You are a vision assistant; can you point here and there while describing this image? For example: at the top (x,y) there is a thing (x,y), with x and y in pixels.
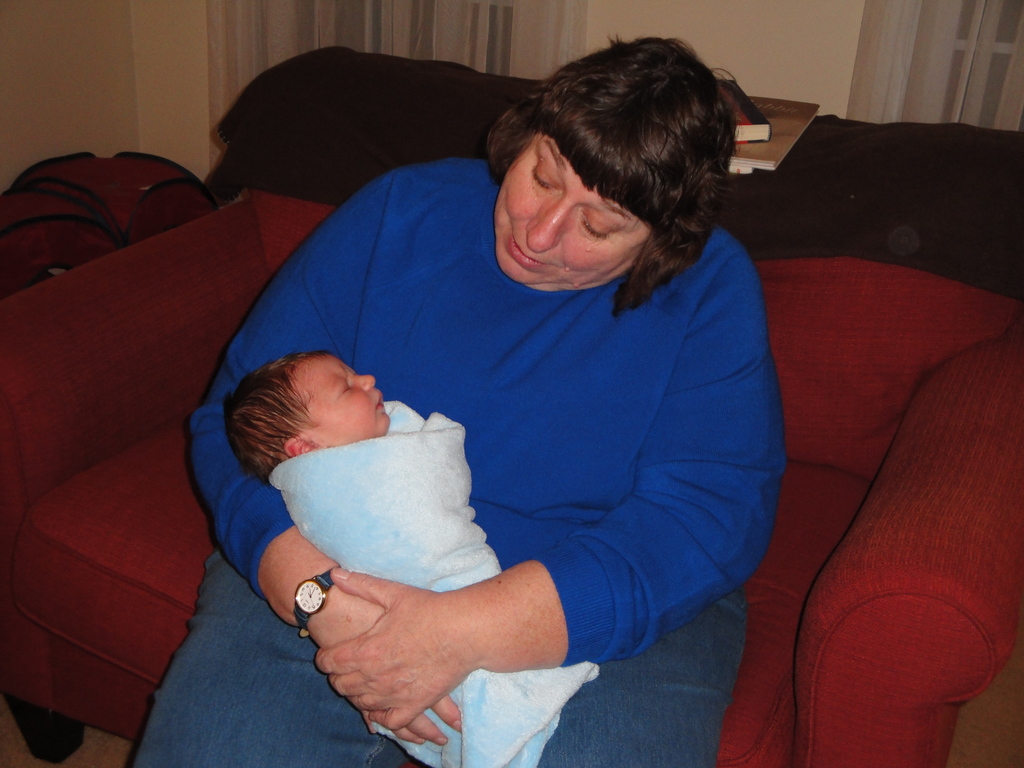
In this picture we can see a woman (598,372) sitting on a sofa (778,564) with a baby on her and in the background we can see a wall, books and some objects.
